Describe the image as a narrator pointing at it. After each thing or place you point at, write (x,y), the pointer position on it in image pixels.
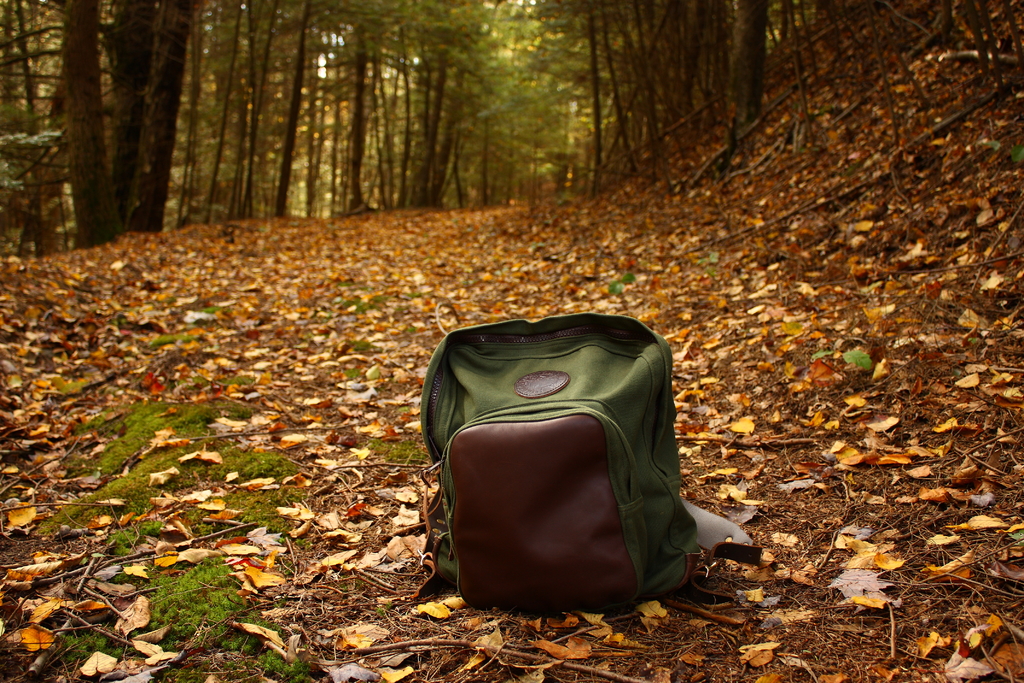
This is the picture in a outdoor, this is the bag (523,452) on the floor (343,572) and bag (506,461) is in green color. Background of the bag (471,353) there are the fallen leaves (354,235) and they are the trees (290,61).
